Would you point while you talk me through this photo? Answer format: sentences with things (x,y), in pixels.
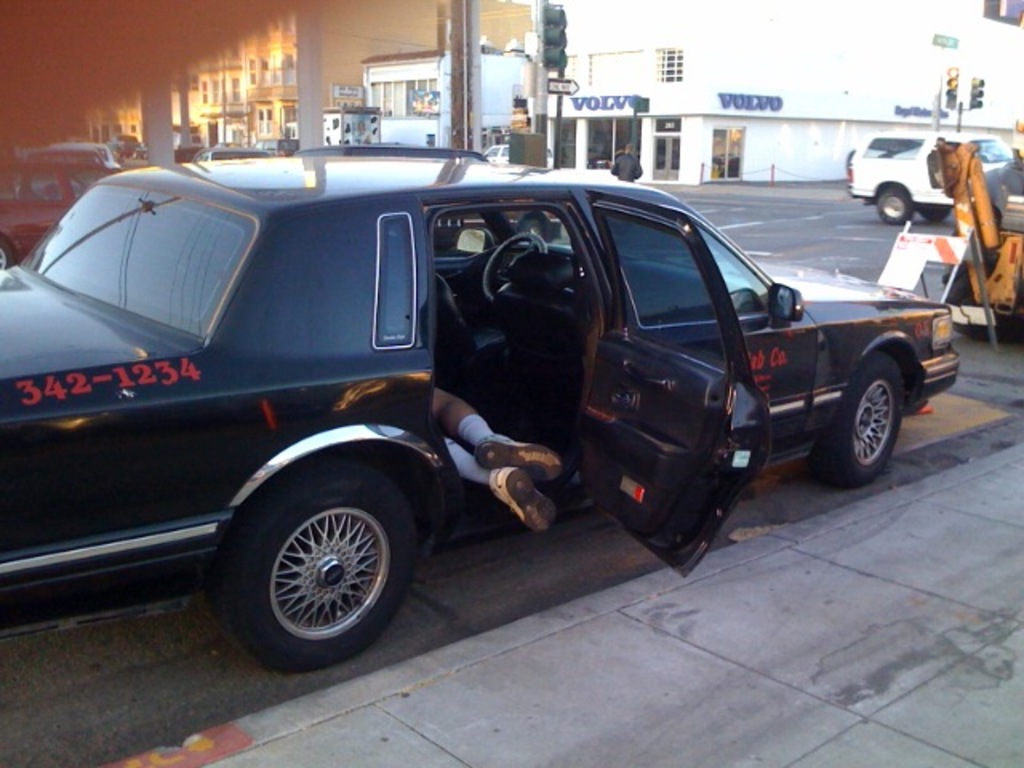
In this picture I can see the person's leg (461,412) who is lying on the car's seat (456,390). In front of the car (886,398) I can see the board (985,302) and other vehicle (1023,271). In the background (522,57) I can see many buildings (679,120), street lights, traffic signals (551,53) and road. In the top left (239,58) I can see a blur.
